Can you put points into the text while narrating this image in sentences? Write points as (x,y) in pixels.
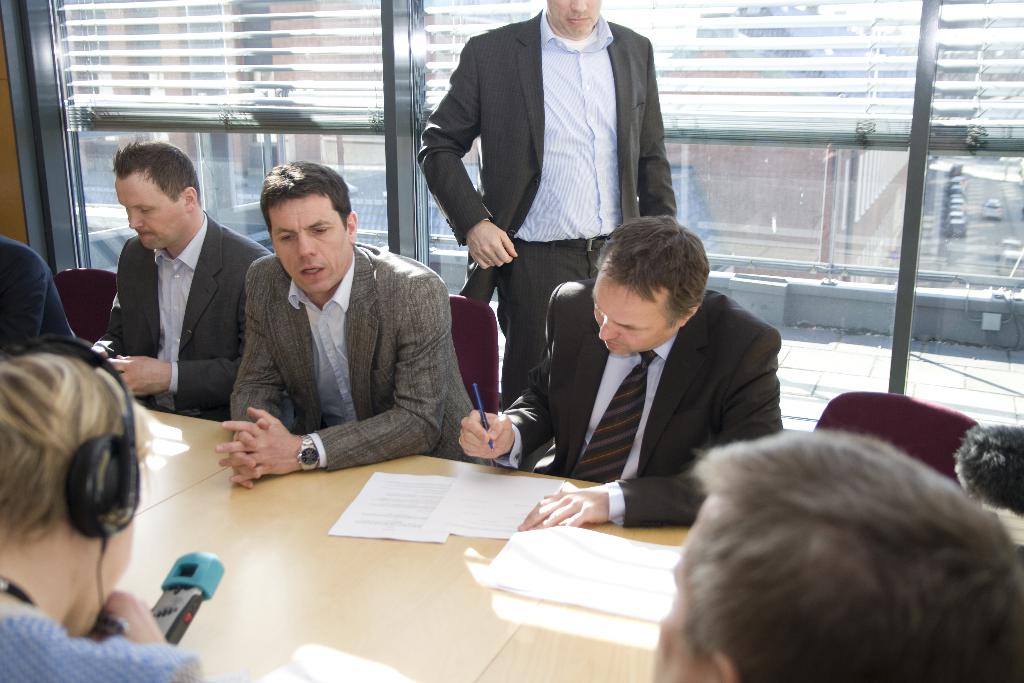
Through glass (976,216) we can see an outside view. We can see vehicles (953,171) on the road (987,253). Here we can see men (275,287) sitting on the chairs (109,284) near to a table (349,617). On the table (549,638) we can see papers (426,480). This man (536,465) is holding a blue pen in his hand (483,431). Here we can see a man (566,96) standing, wearing a black blazer (627,139).
